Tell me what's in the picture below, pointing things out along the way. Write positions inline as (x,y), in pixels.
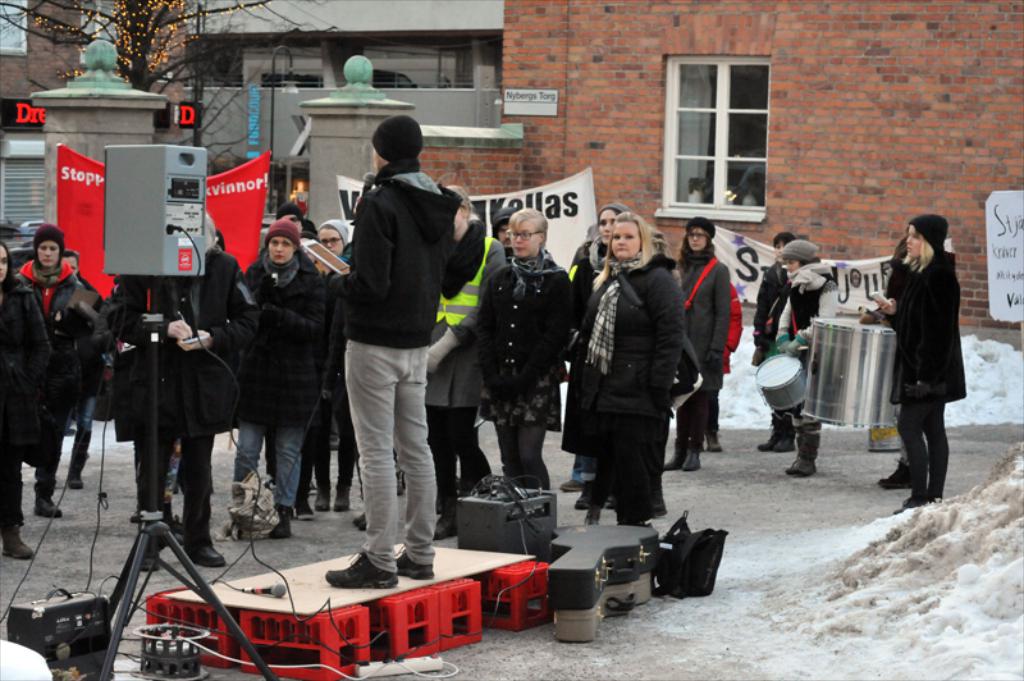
In this image a person (381,291) wearing a black jacket (399,292) is standing on the board (312,608) which are on the baskets (400,627). A mike (256,586) is on the board (321,587). Beside there is a sound speaker (147,231) attached to the stand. Few persons (457,343) are wearing jackets (100,352) are standing on the land (958,449). Two persons (926,294) are holding drums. Behind there is a brick wall (935,142) having a window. Left side (252,236) there are few banners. Behind there are few trees (169,33) and street lights (272,53). Behind it there is a building (324,64).
